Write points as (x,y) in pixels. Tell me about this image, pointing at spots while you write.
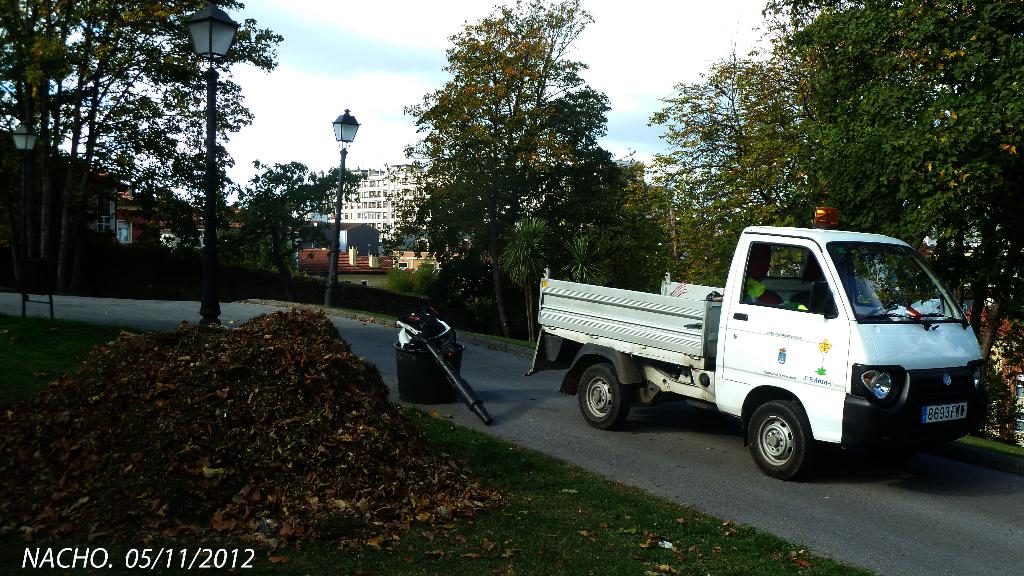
In the picture there is a truck (673,329) beside that there is a dustbin (433,386) and also some trash (282,366) and beside that and there are few street lights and some other trees (541,212) in the background (376,207) there is a big building (386,217) and also sky (346,68).
